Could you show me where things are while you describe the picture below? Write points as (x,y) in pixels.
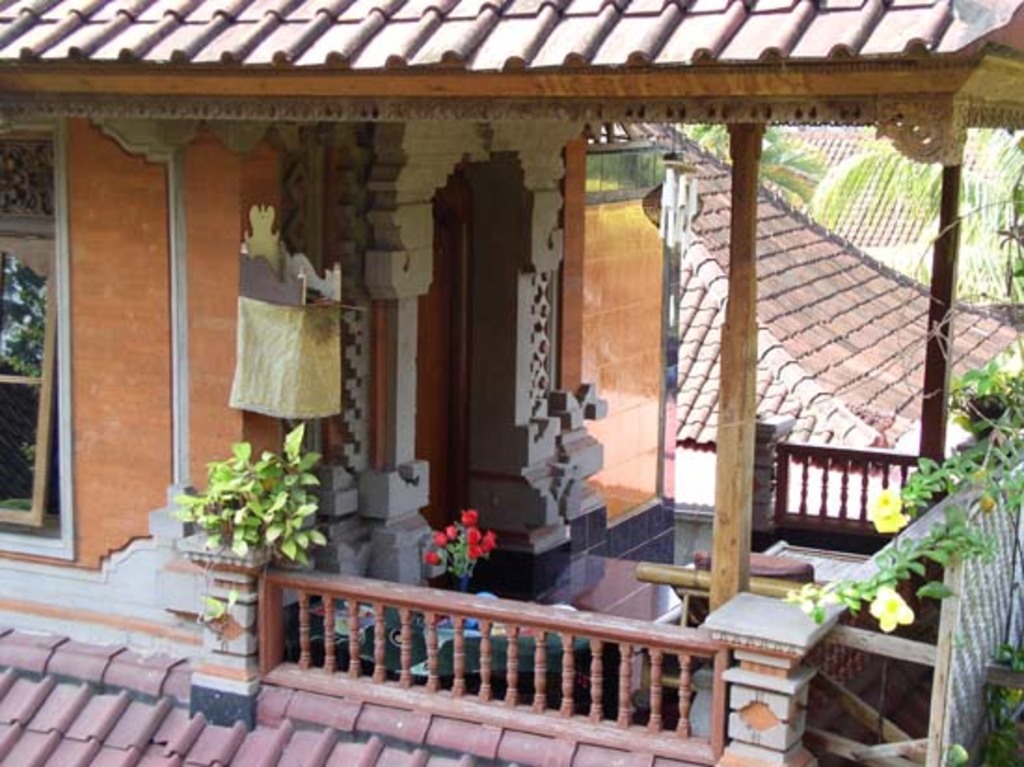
In this image we can see some houses (516,467) with roof (916,399) and windows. We can also see a tree (994,251) and some plants (462,559) with flowers (433,558).
